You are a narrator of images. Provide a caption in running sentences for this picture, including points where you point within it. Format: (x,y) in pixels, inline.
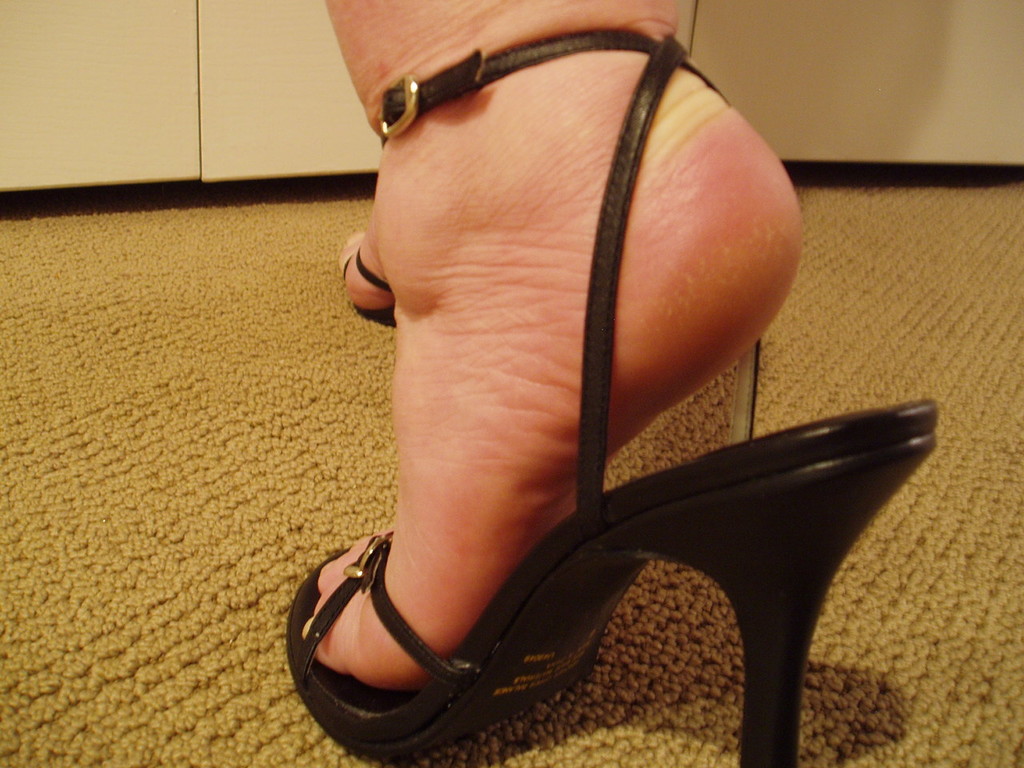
In this image I can see feet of a person (563,607), wearing black heels (770,648). There are white cupboards (196,147) at the back (161,117).
